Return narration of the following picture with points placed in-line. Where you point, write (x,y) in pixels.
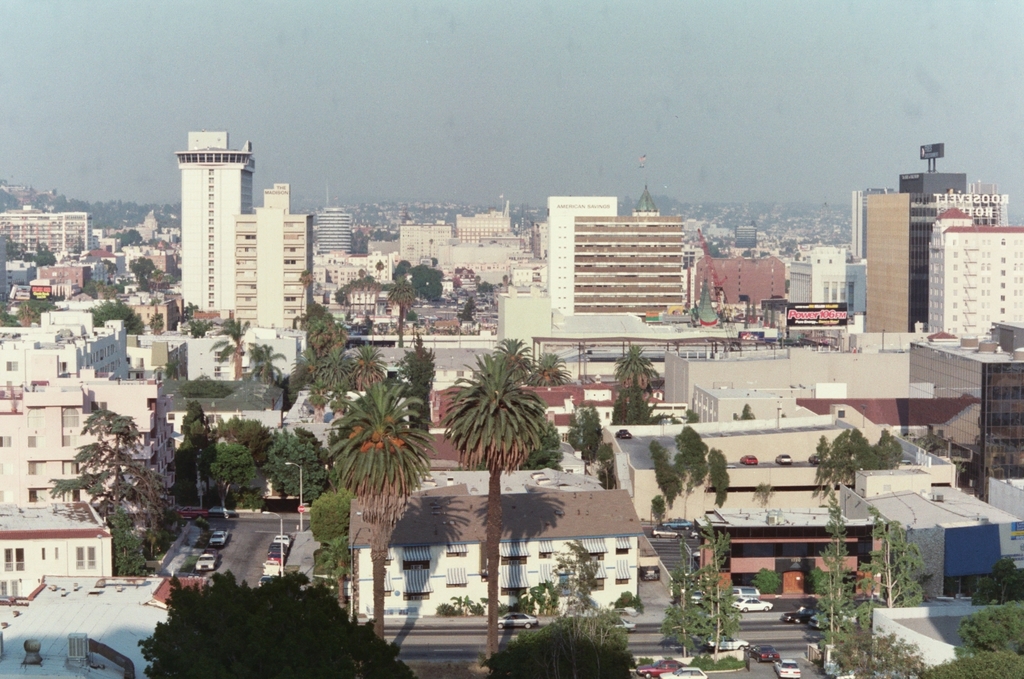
In this image there are trees (830,497), buildings (576,285) and vehicles (739,647) and the sky (532,79) is cloudy.
